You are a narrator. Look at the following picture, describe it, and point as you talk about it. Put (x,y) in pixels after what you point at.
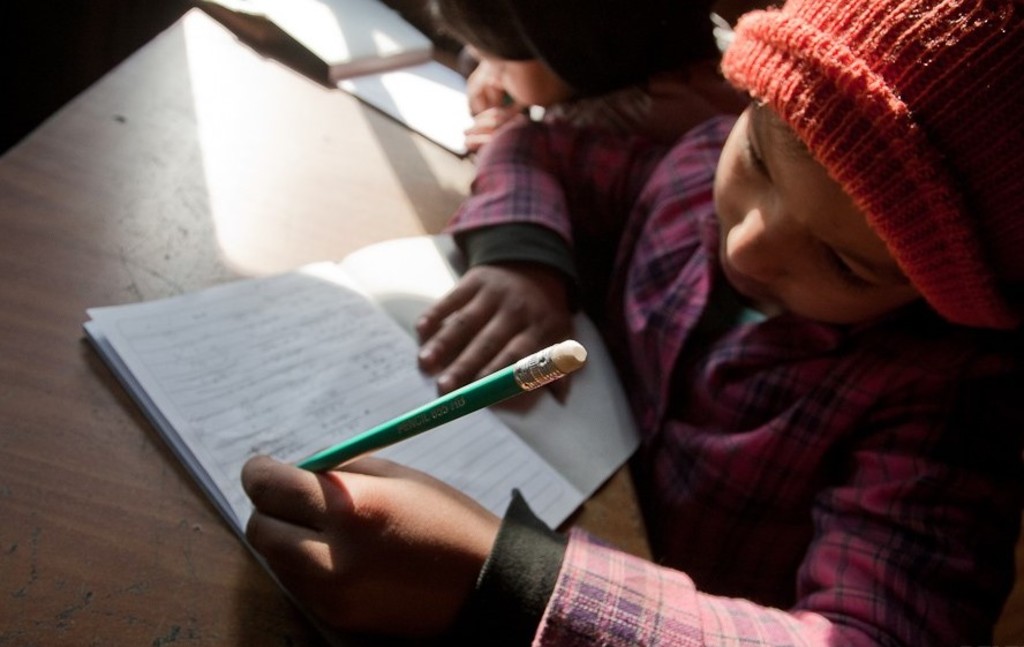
Here in this picture we can see a child (733,294) writing something in the book (328,386) with the help of pencil (370,444) and we can see the book (321,370) is present on the table (212,211) and the child (787,156) is wearing a cap (847,149) and beside the child (660,213) we can see another child (481,23) present.
